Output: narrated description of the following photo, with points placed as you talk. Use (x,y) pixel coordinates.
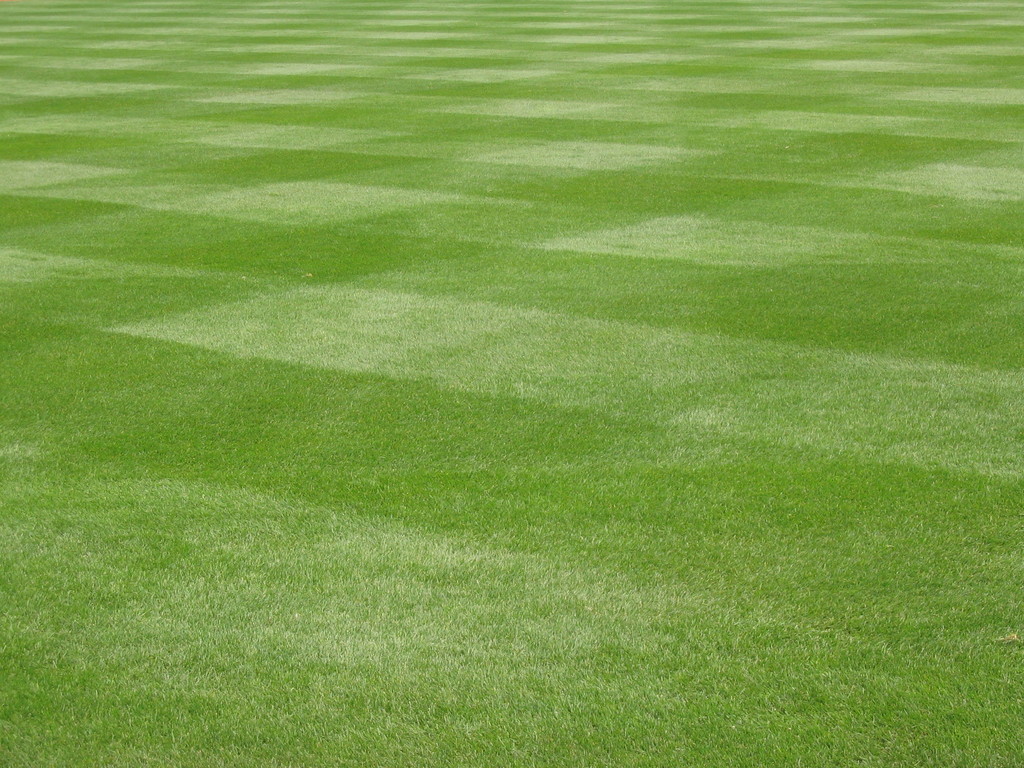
In this picture I can see there is a playground (382,274) and there's grass (361,409) on the floor (534,357).
